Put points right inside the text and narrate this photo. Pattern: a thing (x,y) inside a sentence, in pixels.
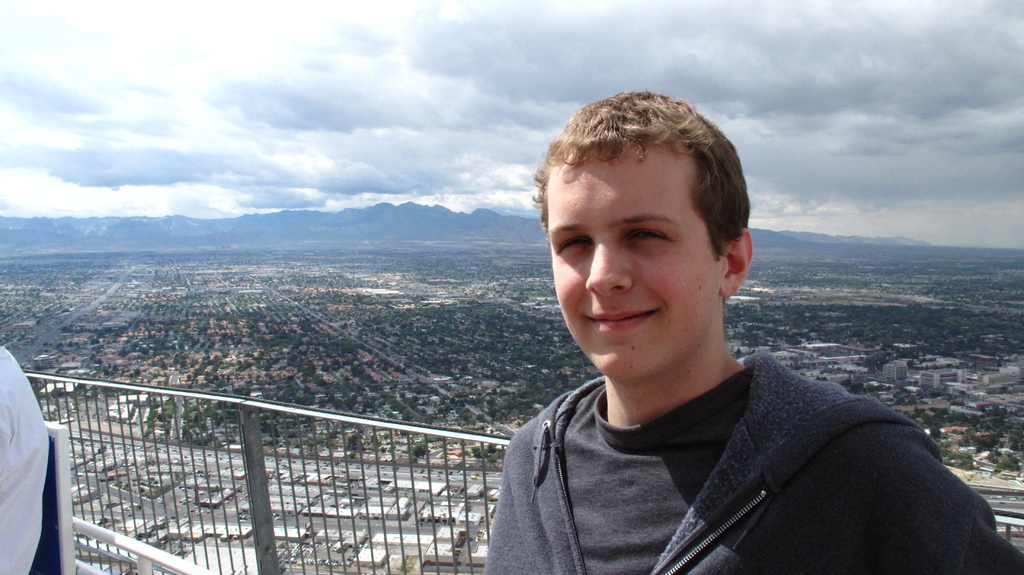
In this image we can see a person (569,466) smiling, in the background (376,412), we can see fence (387,422), trees (370,337), buildings (456,288), mountains (439,217) and the sky (425,182), on the left (4,438) we can see a person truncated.
